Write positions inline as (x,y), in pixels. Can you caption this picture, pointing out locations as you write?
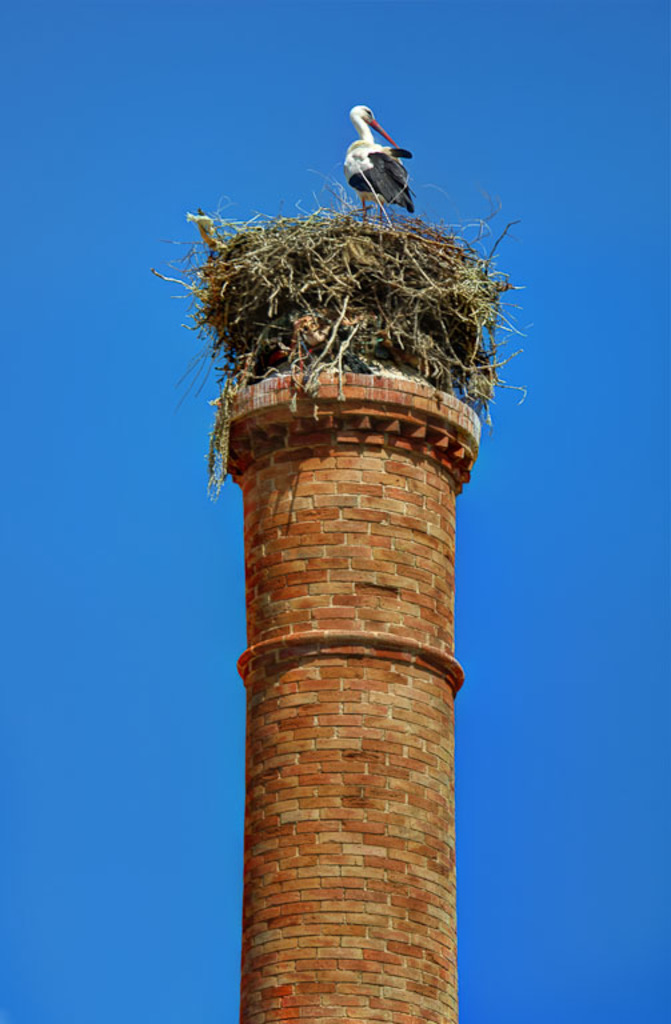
In this image we can see a bird (351,171) on the grass (415,357) which is on a tower (383,736). In the background (555,720) there is sky (584,621).
